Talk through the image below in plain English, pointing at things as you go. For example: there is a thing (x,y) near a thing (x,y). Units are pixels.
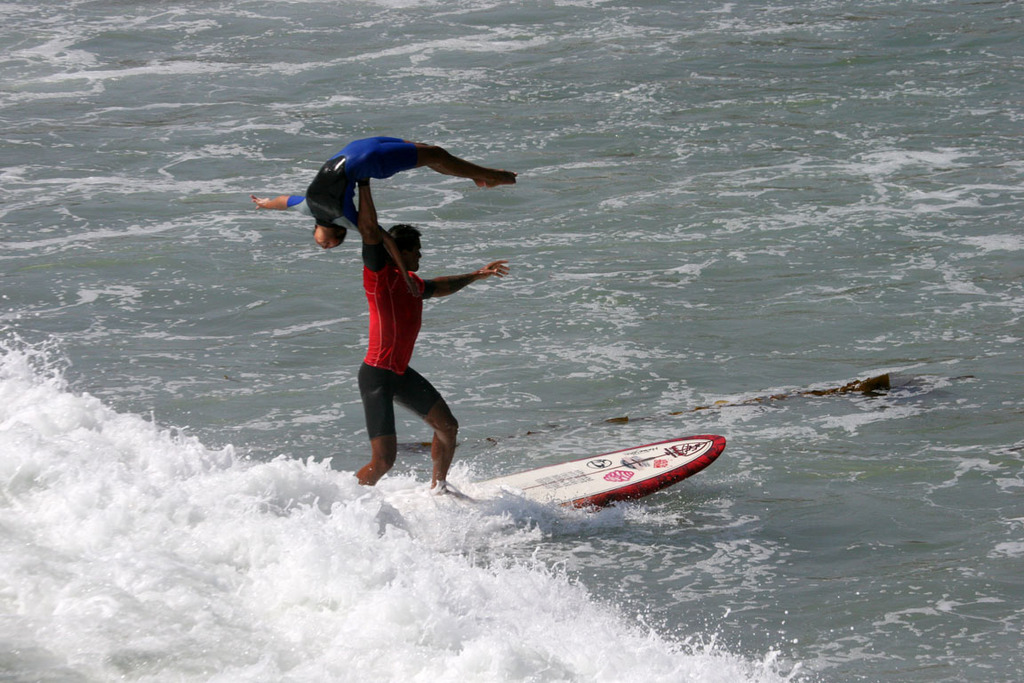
In this image we can see water (682,577). On the water (437,497) there is a surfing board (569,489). On the surfing board (562,471) there is a person (385,370) holding another person (348,181) and standing.
